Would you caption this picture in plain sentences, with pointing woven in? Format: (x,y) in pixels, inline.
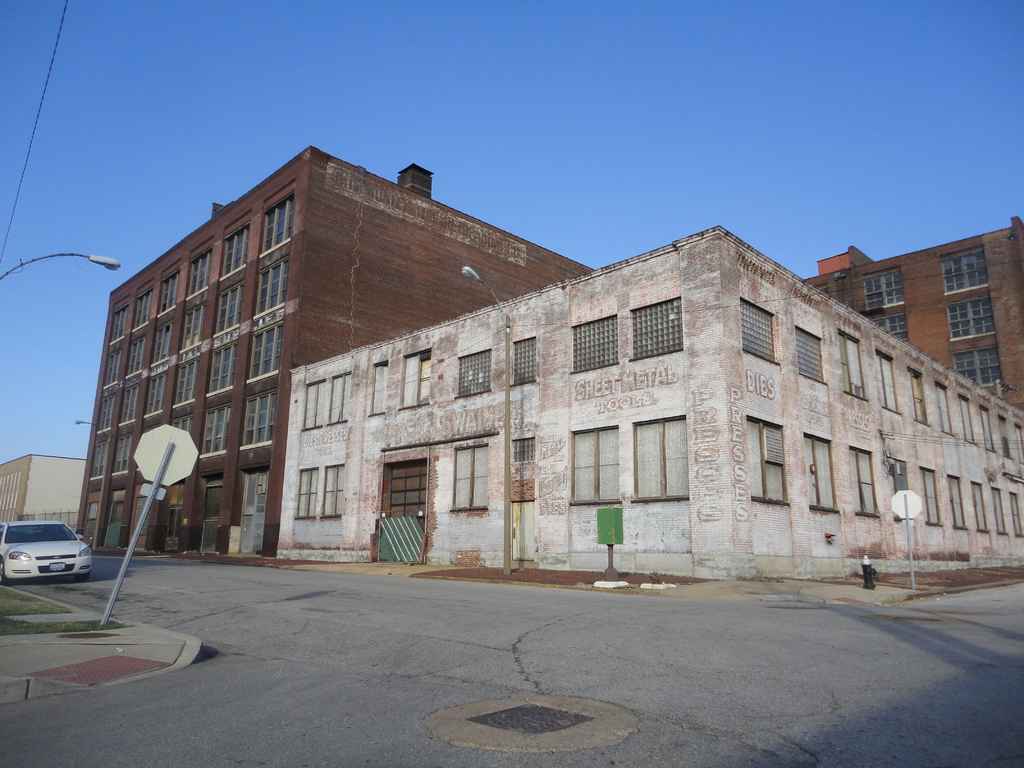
In this image, we can see some buildings (421,244). There is a sign board (149,473) on the left (177,458) and on the right side of the image (906,536). There is a road (437,612) in between street poles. There is a car (89,562) on the road (333,681). In the background of the image (181,86), there is a sky (747,115).
